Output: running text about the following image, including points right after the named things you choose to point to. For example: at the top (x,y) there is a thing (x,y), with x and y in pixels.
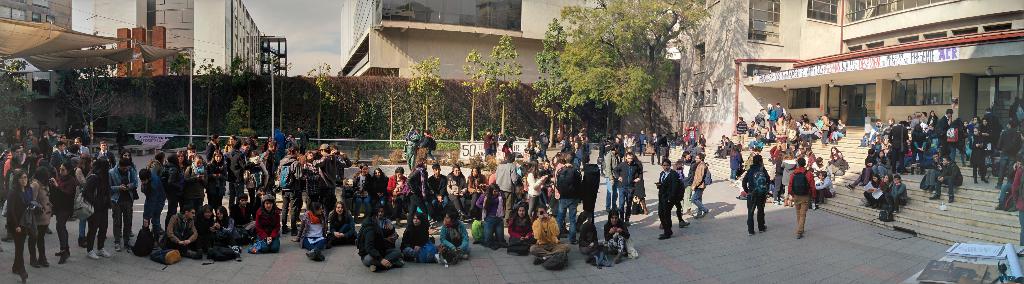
In this image I can see number of persons (236,176) are standing on the ground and few of them are sitting on the ground (716,191). To the right bottom of the image (954,258) I can see few books (974,260) on the table (991,261) and few stairs (957,215). I can see few buildings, few trees (622,80), few poles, few tents (38,45) which are brown in color, few windows (770,34) of the building (538,43) and the sky (280,33).
